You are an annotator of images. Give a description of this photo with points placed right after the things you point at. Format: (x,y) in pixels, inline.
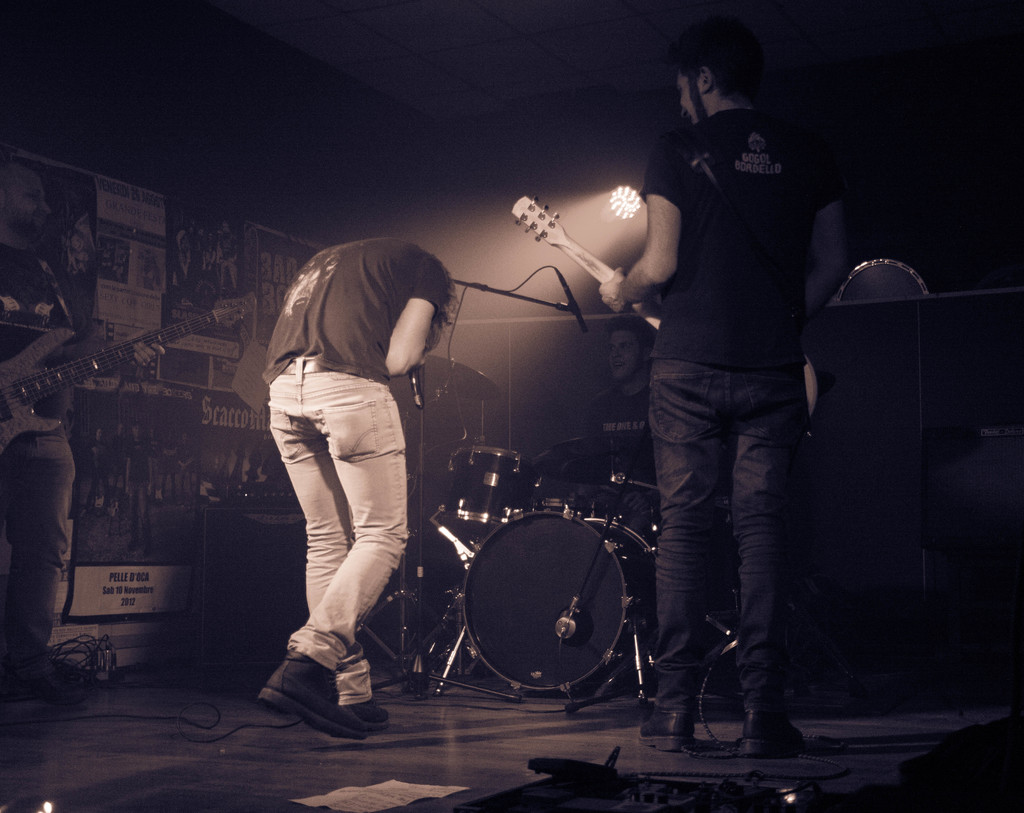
In this image a rock band (357,442) is performing. A man (583,436) at the back (594,423) is playing drums (489,469). The man (349,377) bent is singing. The two men (718,239) on either side are playing the guitar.
